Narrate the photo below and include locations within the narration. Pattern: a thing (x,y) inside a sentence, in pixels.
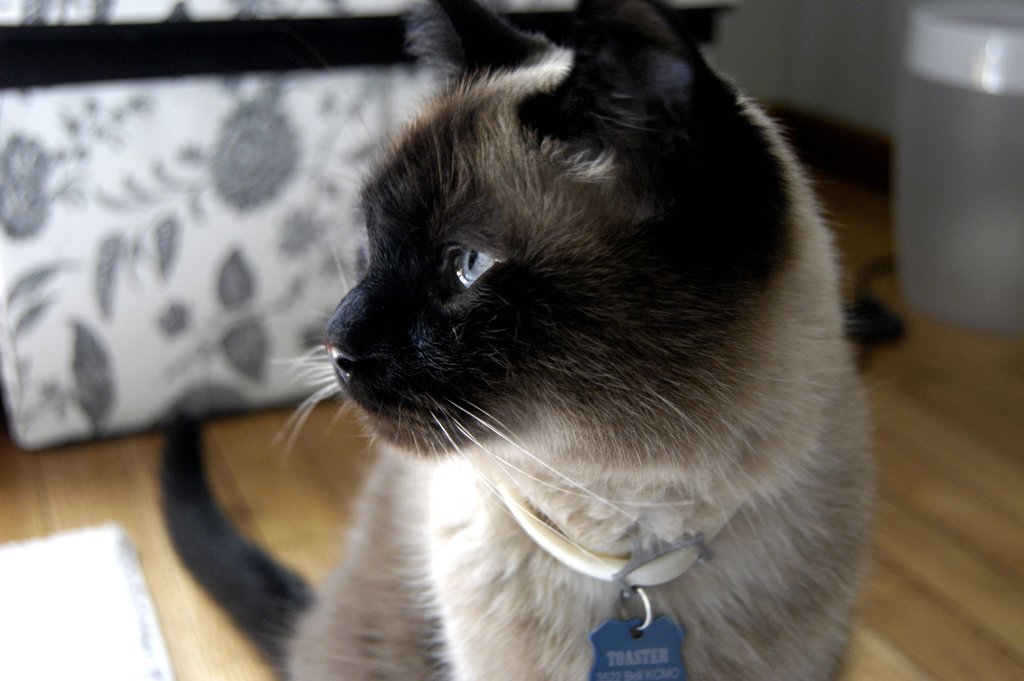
This picture contains a cat (656,525) which is in white and black color. Behind that, we see an object (217,225) in white and black color. At the bottom (929,559), we see the wooden floor (937,470). In the background (828,130), this picture is blurred.
